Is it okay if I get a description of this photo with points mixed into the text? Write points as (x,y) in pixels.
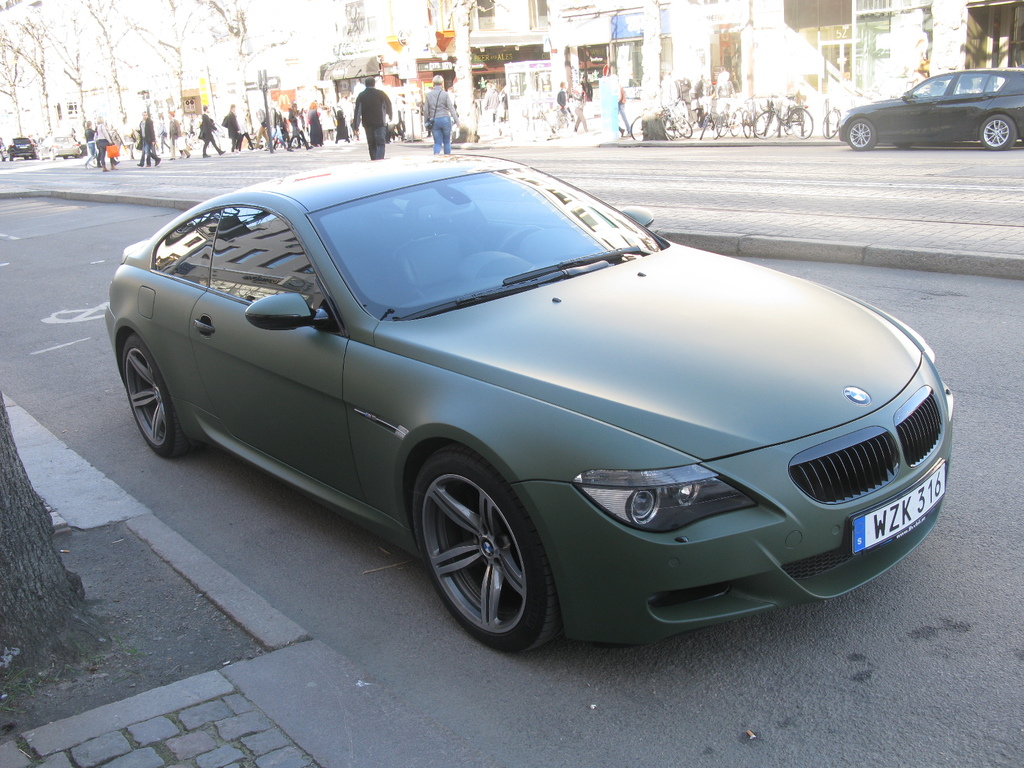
In this image there are vehicle (688,376) on a road (165,158) and few people (147,148) are crossing the road (364,156) and few are walking on the footpath (591,117), in the background (321,78) there are trees (117,78) and buildings (636,41) and cycles (772,98).
